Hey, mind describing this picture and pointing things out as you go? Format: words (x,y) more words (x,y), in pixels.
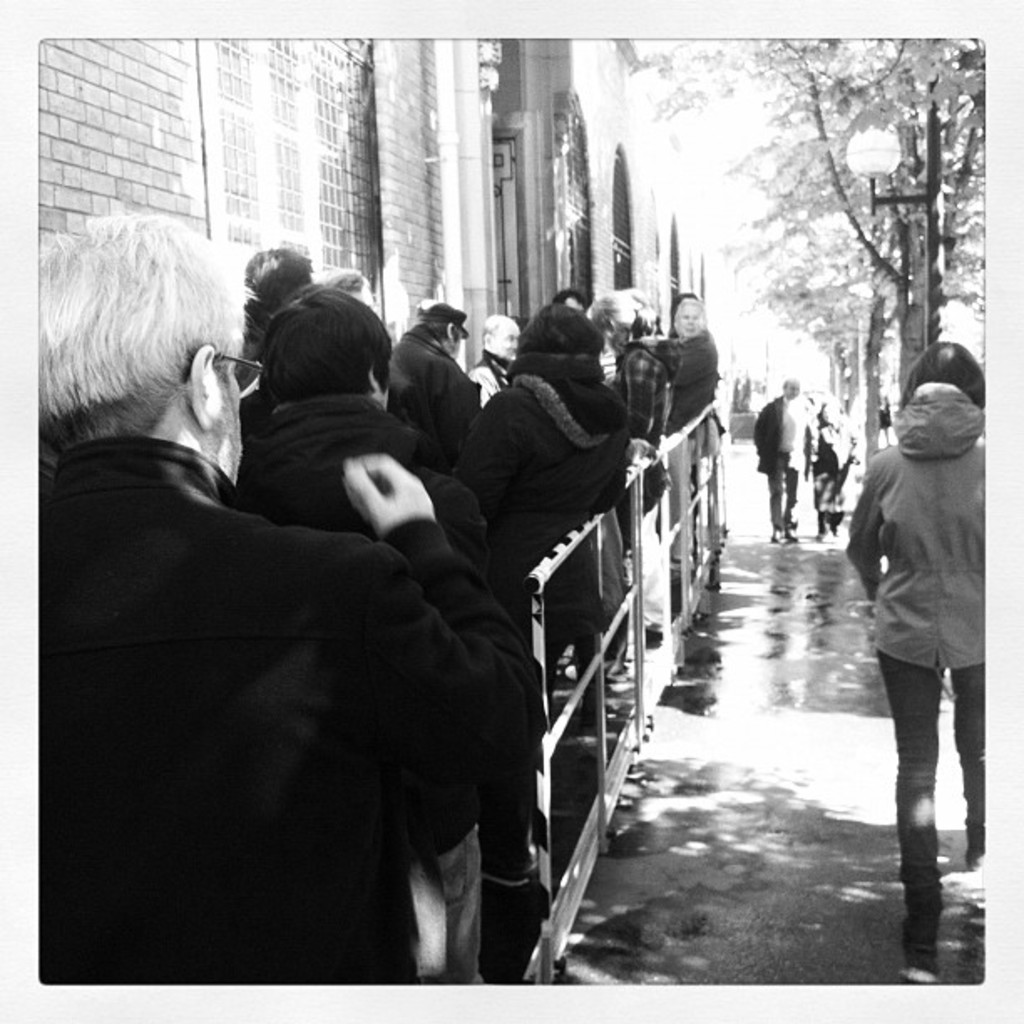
In this image we can see a group of people (453,471) are standing in a queue (515,427). There is a house (440,206). There is a tree (881,87) at the top right most of the image (905,163). Few people (908,603) are walking on the right side of the image (898,593).
